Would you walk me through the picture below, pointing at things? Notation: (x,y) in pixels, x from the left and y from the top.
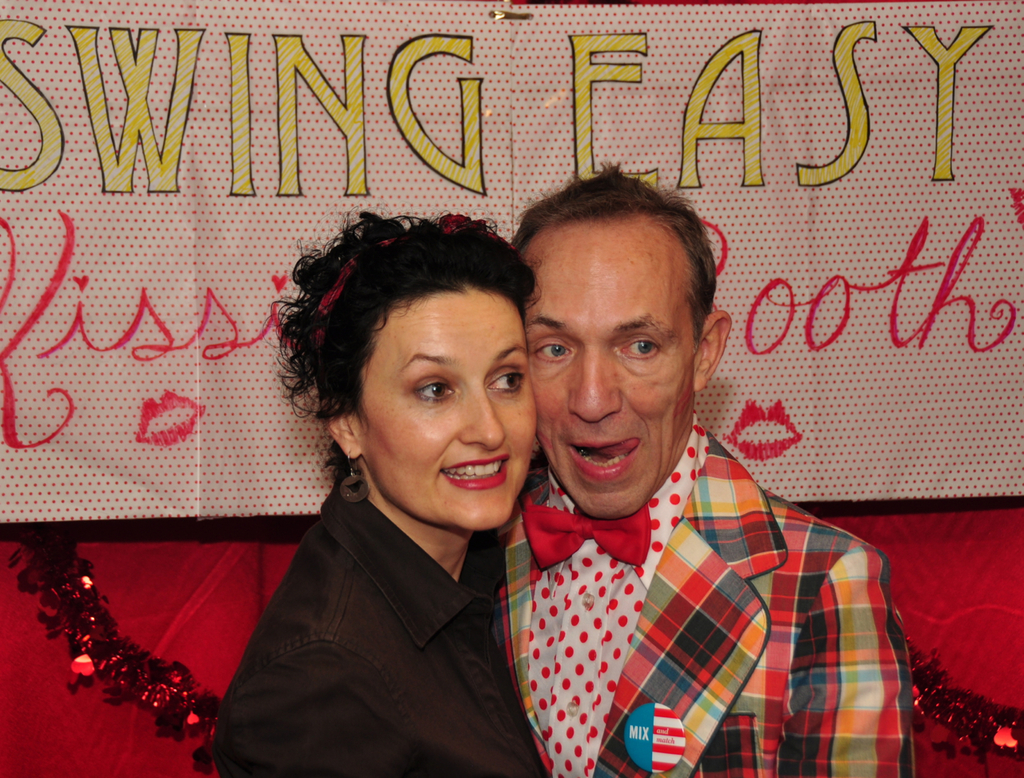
In this image we can see there are two people (682,248) looking at something.
